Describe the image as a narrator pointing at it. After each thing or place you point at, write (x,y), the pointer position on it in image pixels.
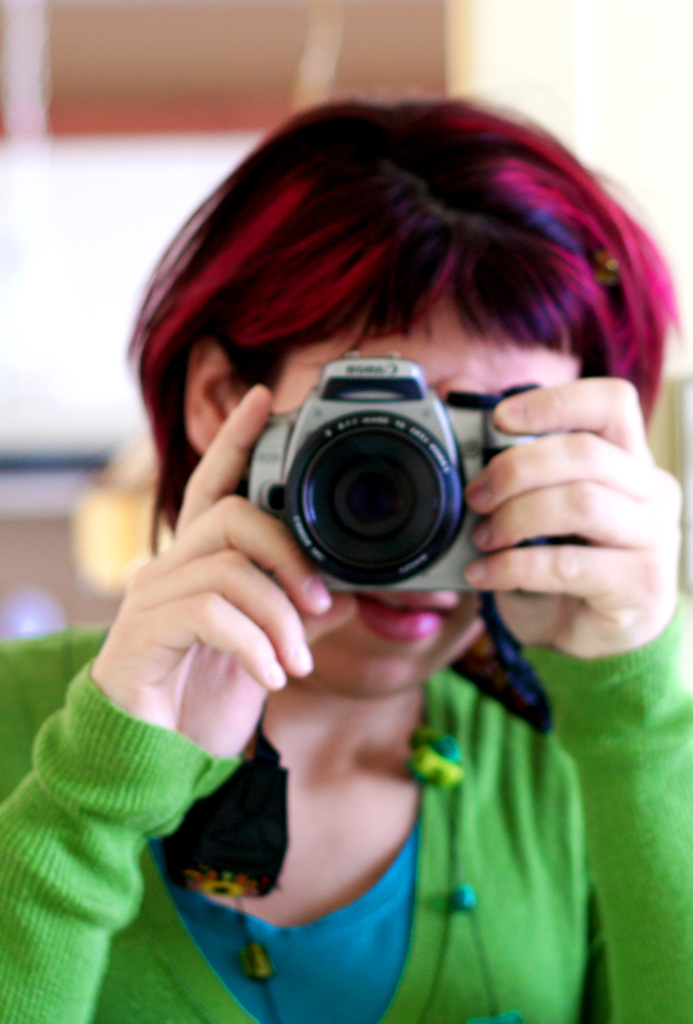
A lady (212,754) wearing a green dress (446,881) is holding a camera (379,503) and capturing picture.
